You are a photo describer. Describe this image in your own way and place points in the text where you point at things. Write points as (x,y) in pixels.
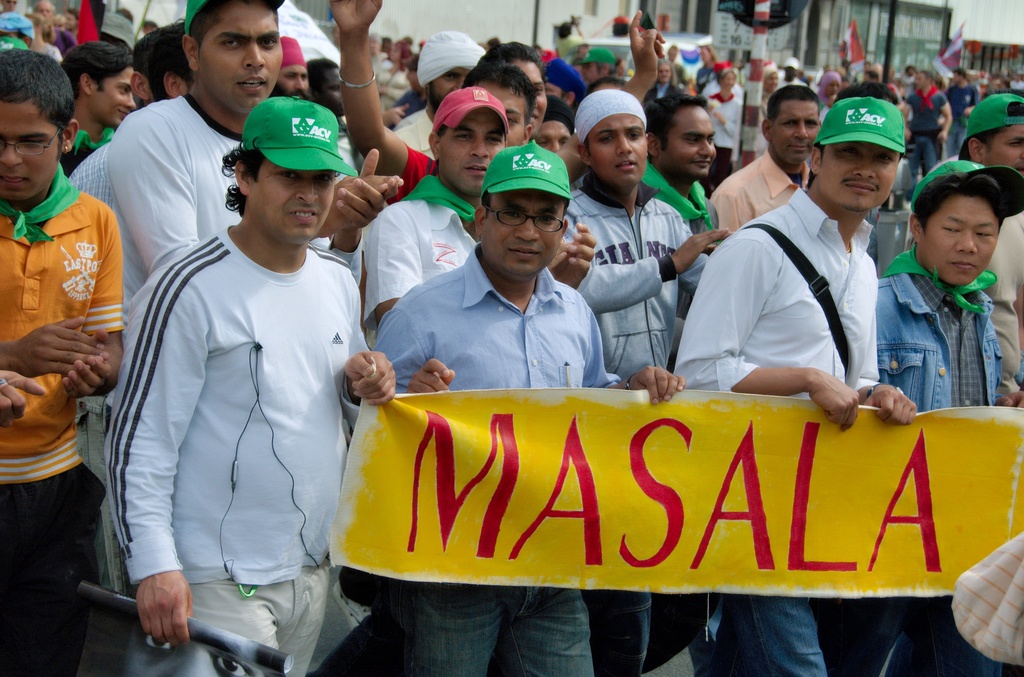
In this image we can see few people (470,227), some of them are holding banners (554,511), some of them are holding flags (860,47), there is a pole (749,74) with board (744,8), and it looks like a building (672,10) in the background (485,31).
